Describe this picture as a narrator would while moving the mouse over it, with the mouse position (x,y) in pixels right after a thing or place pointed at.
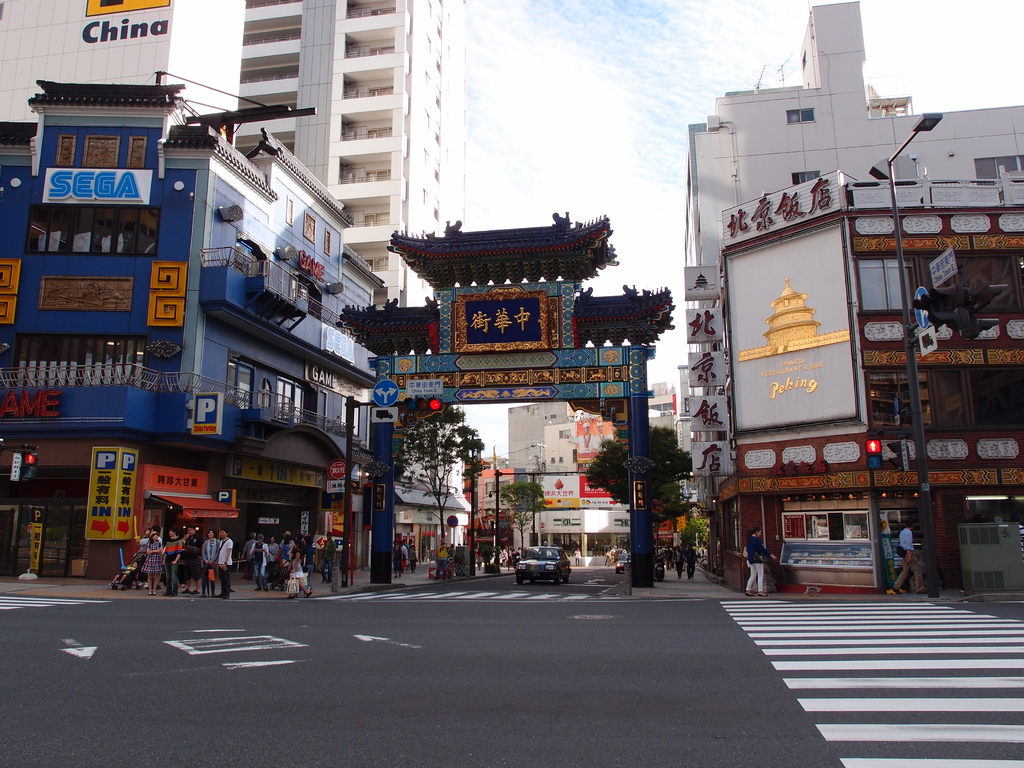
In this image there are buildings (356,411). In the center (380,438) we can see an arch (521,293). There are trees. At the bottom (738,679) there are cars (556,576) on the road (463,679) and we can see people (760,540). There are boards (746,426) and we can see poles (497,534). In the background (568,126) there is sky (556,115).
